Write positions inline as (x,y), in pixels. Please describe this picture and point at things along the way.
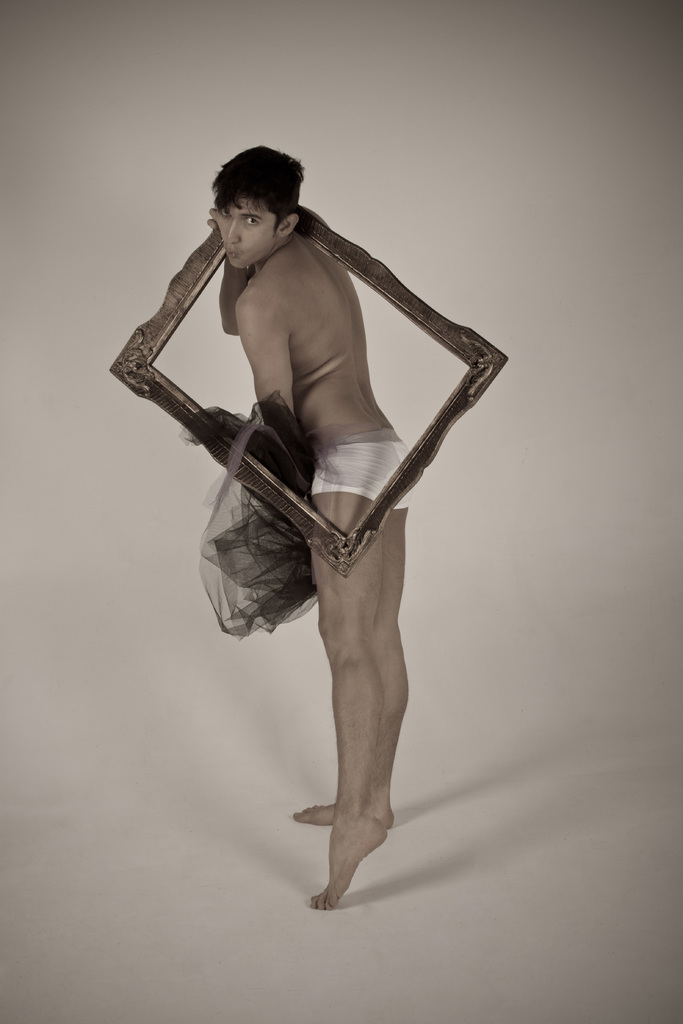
In the center of the picture (289,396) there is a person (286,313) holding a frame (294,516) and other object (263,545), he is standing on a white surface (196,875).
